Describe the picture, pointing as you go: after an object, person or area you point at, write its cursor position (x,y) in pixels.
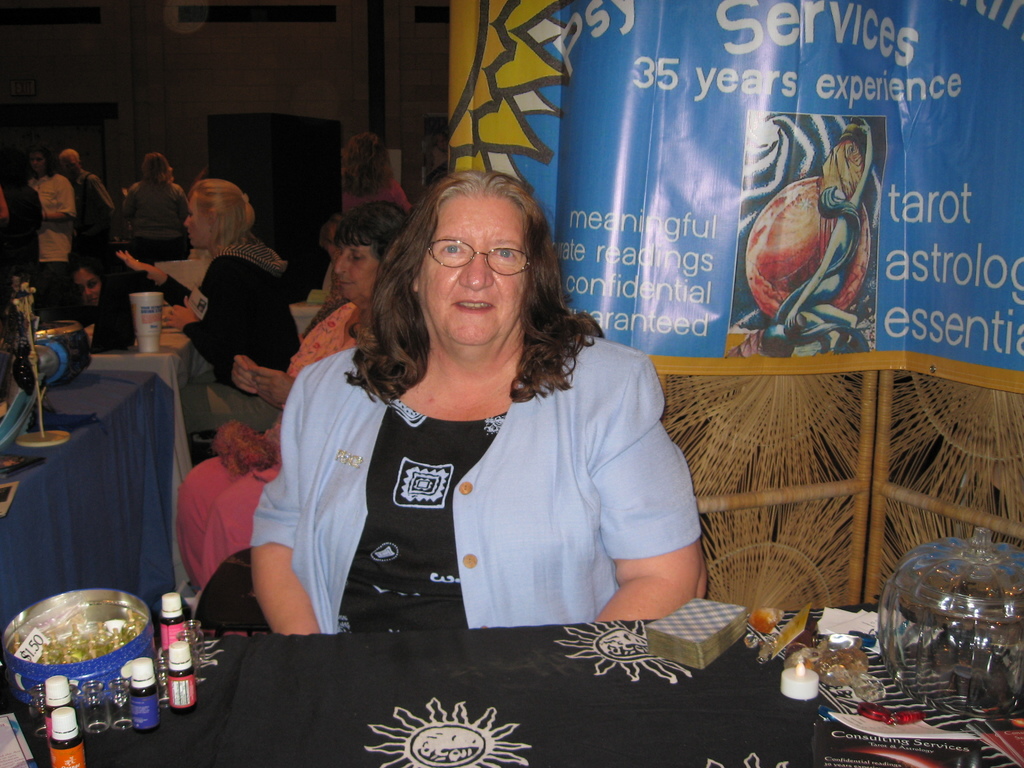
In the image I can see a lady (471,587) who is wearing jacket (312,396) and sitting in front of the table (477,642) on which there are some bottles (167,655) and some other things (39,719) and behind there are some other people (217,402) and a poster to the side.
